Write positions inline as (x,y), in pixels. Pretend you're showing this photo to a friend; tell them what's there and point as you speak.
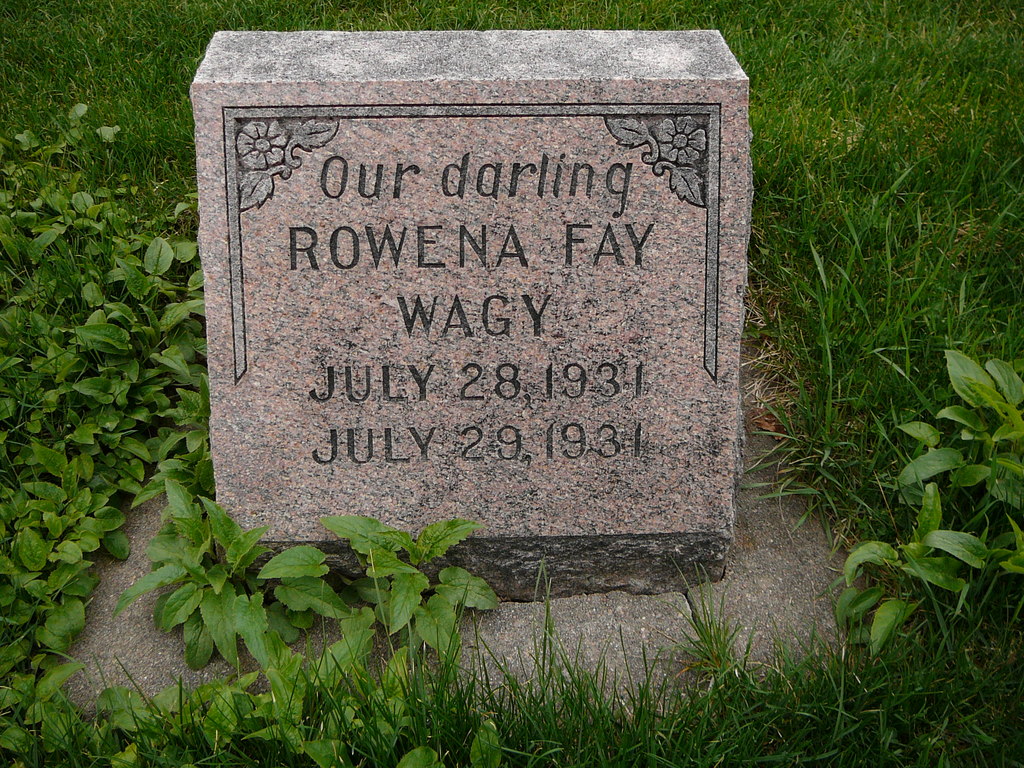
In this image we can see a gravestone (453,278), around the gravestone (473,394) we can see some plants (201,544) and grass (879,232).
